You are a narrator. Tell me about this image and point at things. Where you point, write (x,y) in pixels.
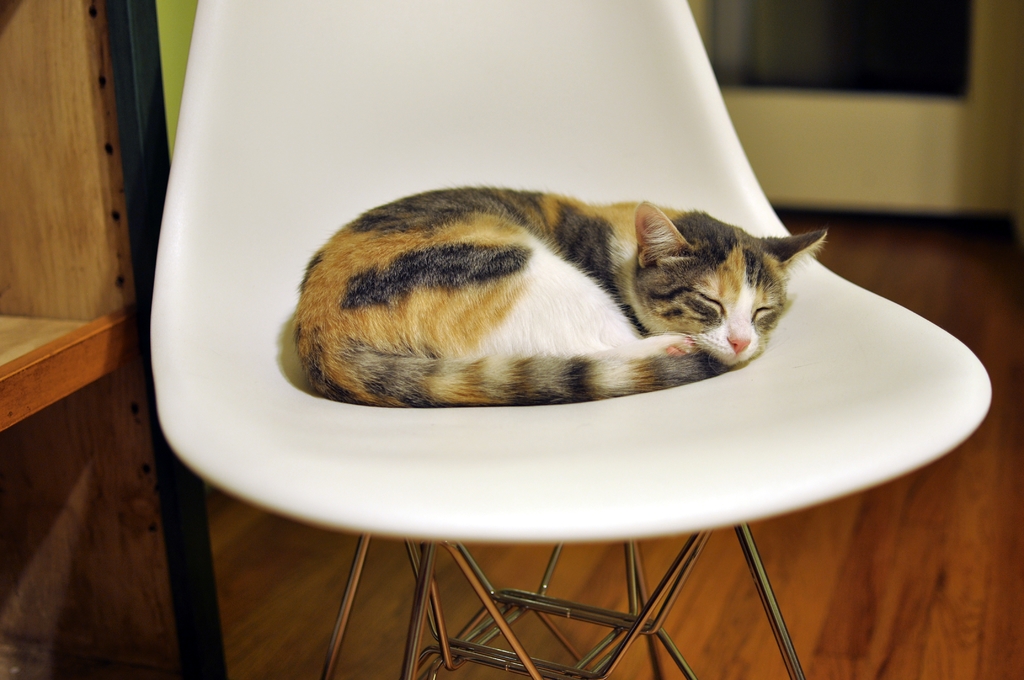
In this image there is a cat (677,220) sleeping in a white color chair (338,432), and in background (59,136) there is a wooden rack (59,136).
